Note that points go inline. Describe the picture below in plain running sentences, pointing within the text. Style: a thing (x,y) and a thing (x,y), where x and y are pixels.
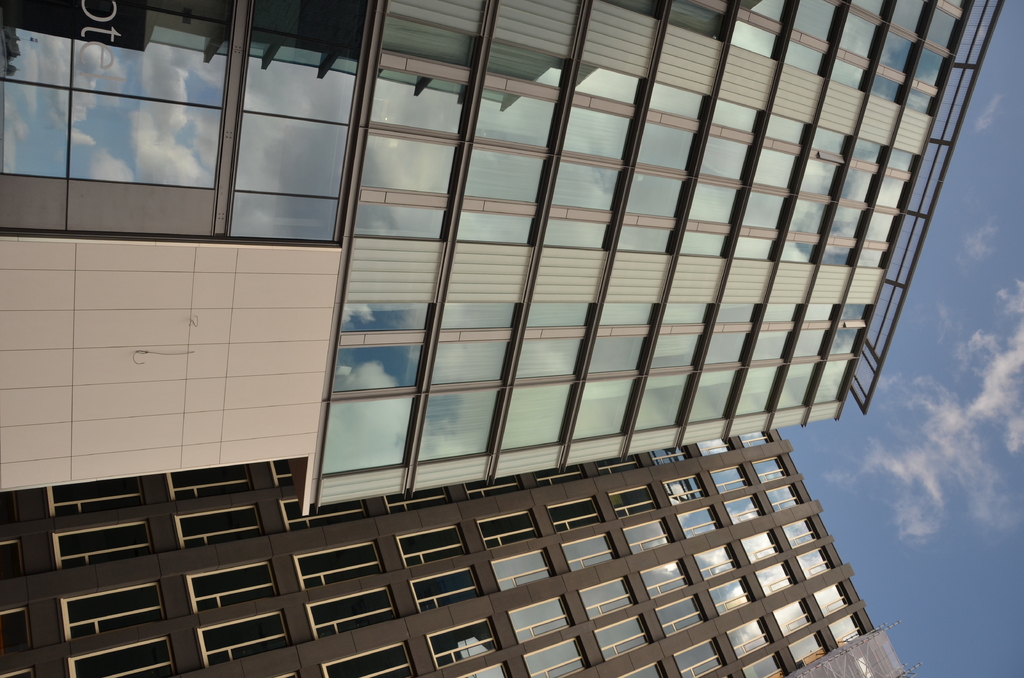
In this image I can see the glass building (575,339). In the background (907,381) the sky (927,426) is in blue and white color.
